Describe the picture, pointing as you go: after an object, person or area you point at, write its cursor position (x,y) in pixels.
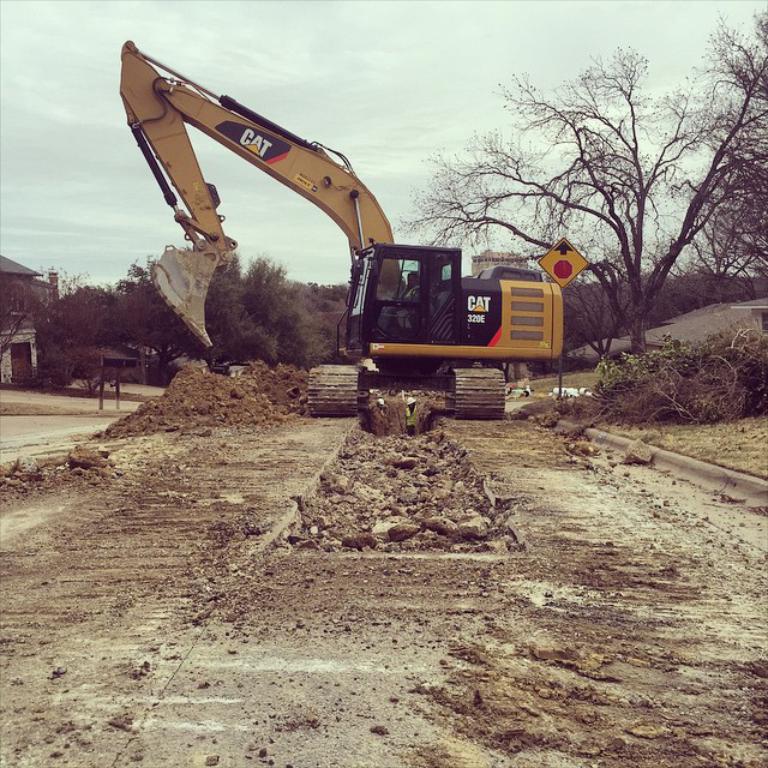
In the image there is a person (408,292) sitting inside a crane (266,171) ploughing soil (218,451) from the land (369,567), in the back (62,372) there are trees (283,335) and above its sky (283,64).
